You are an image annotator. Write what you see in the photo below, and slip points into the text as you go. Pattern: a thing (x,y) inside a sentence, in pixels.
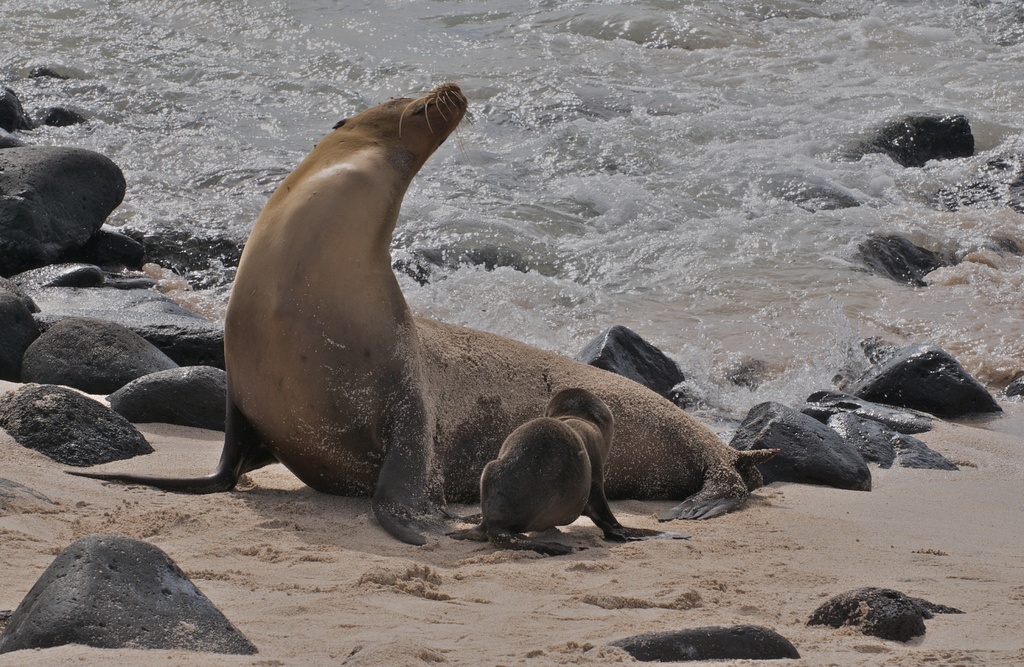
In this image I can see a sea lion (332,319) and a baby sea lion (551,465) on the sand (351,607) and there are many stones (101,407). In the background (604,139), I can see the water (681,189).
